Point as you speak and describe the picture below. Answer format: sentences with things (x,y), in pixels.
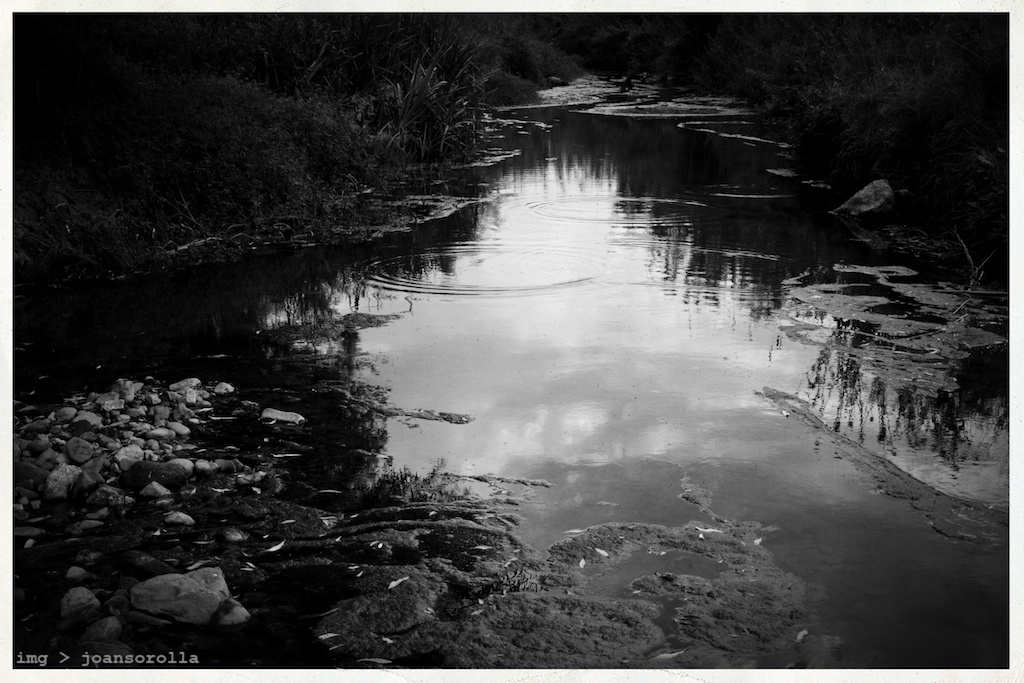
In this picture we can see few plants (450,74) on right (839,74) and left side of the image (339,90). We can see few stones (131,466) in water (382,467) on bottom left (241,479).
